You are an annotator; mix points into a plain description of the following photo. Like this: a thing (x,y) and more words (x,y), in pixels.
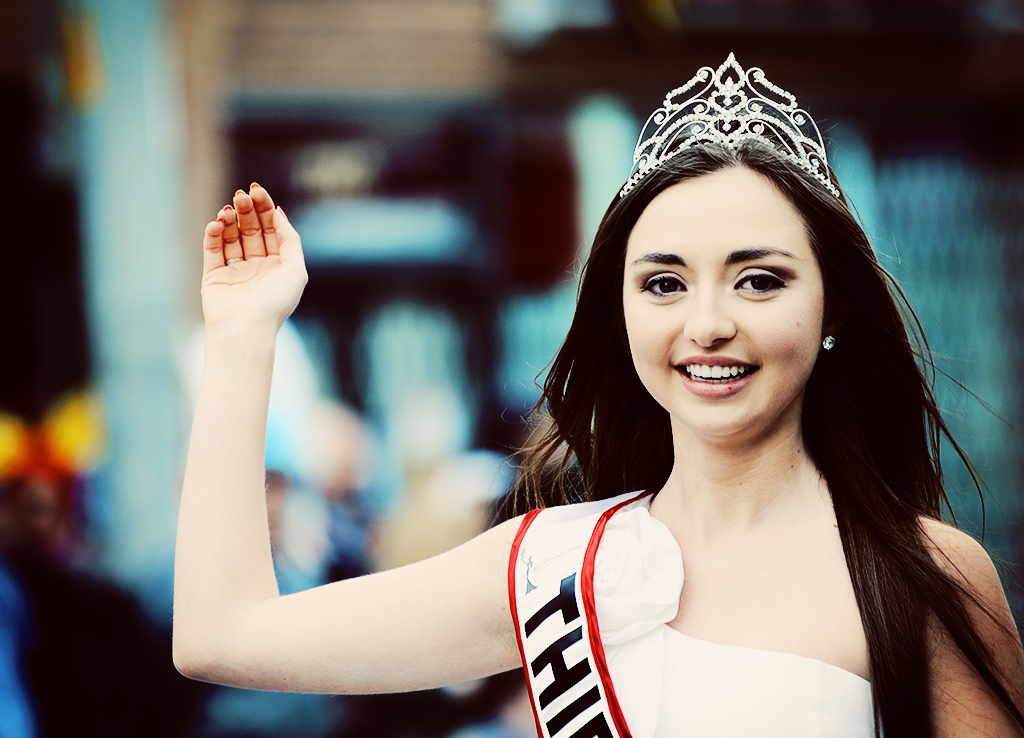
In this image we can see a lady (657,585). A lady (657,585) is wearing a crown (803,140) on her head (636,199).
